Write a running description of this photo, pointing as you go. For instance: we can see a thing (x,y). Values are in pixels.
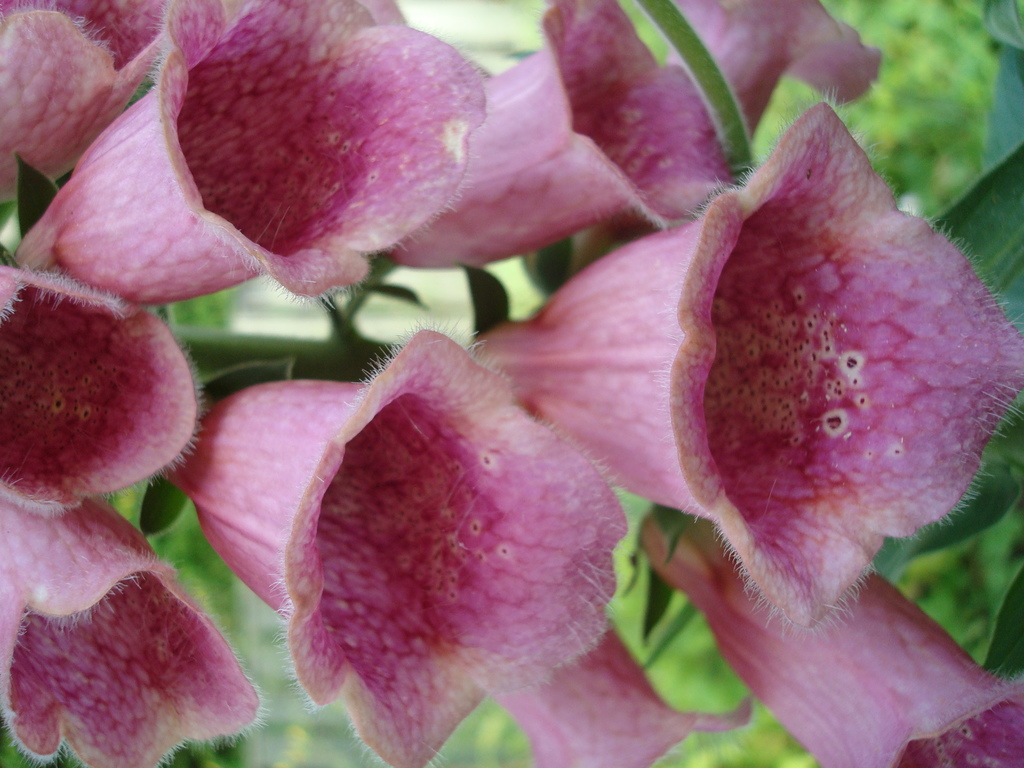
In this image I can see flowers (858,618) in pink color. Background (955,119) I can see trees (880,103) in green color.
